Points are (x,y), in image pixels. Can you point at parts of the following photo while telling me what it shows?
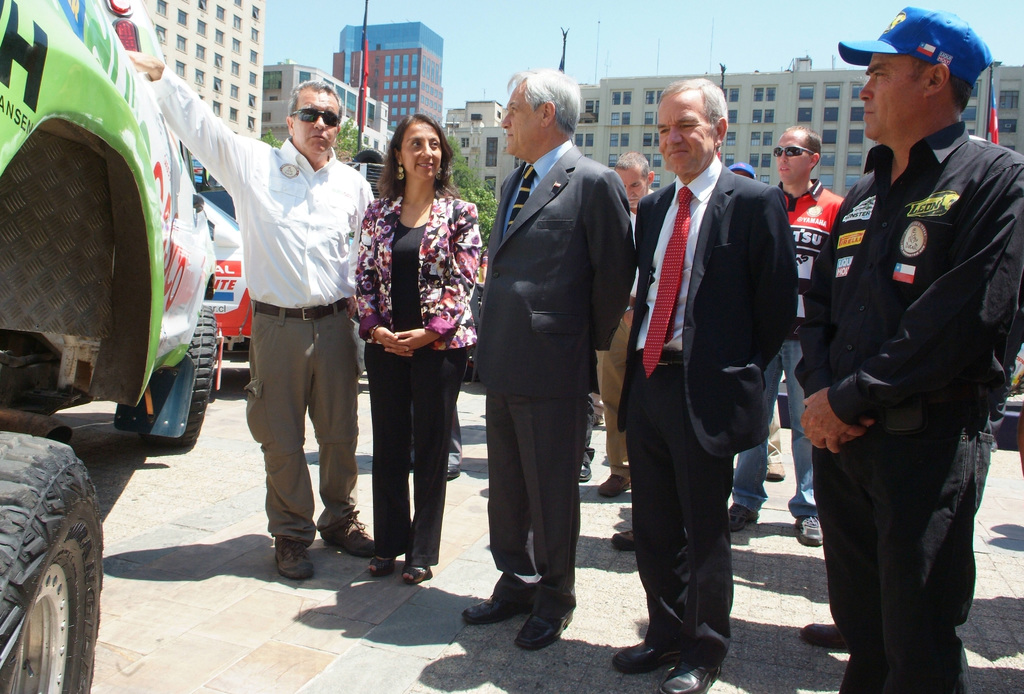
In the foreground of the picture (433,193) there are group of people (514,431) and a vehicle (142,283). In the middle of the picture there are buildings (207,87), trees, poles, flags (363,84), vehicle (214,206) and other objects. At the top (609,41) it is sky (599,17).
